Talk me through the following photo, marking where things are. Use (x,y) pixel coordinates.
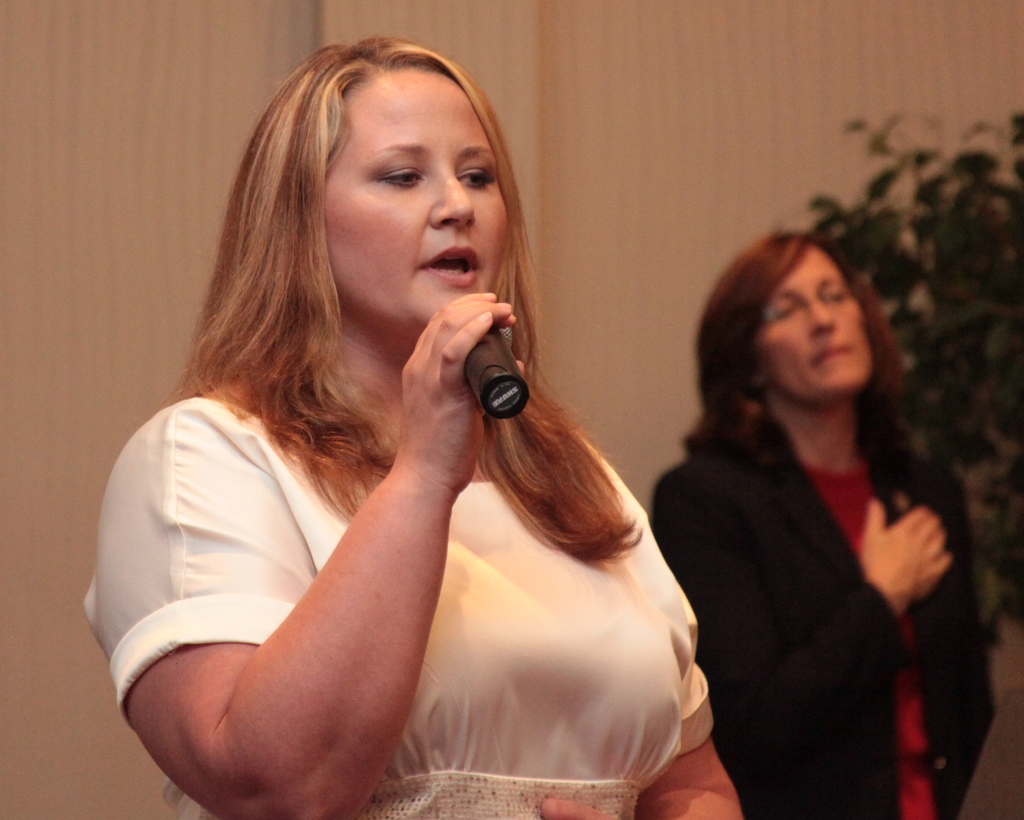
In this image I can see a woman (424,447) holding mic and talking. Back side of her there is another woman (785,457) who is standing. There is a plant (890,211) and the wall (675,133) at the back (664,183).
